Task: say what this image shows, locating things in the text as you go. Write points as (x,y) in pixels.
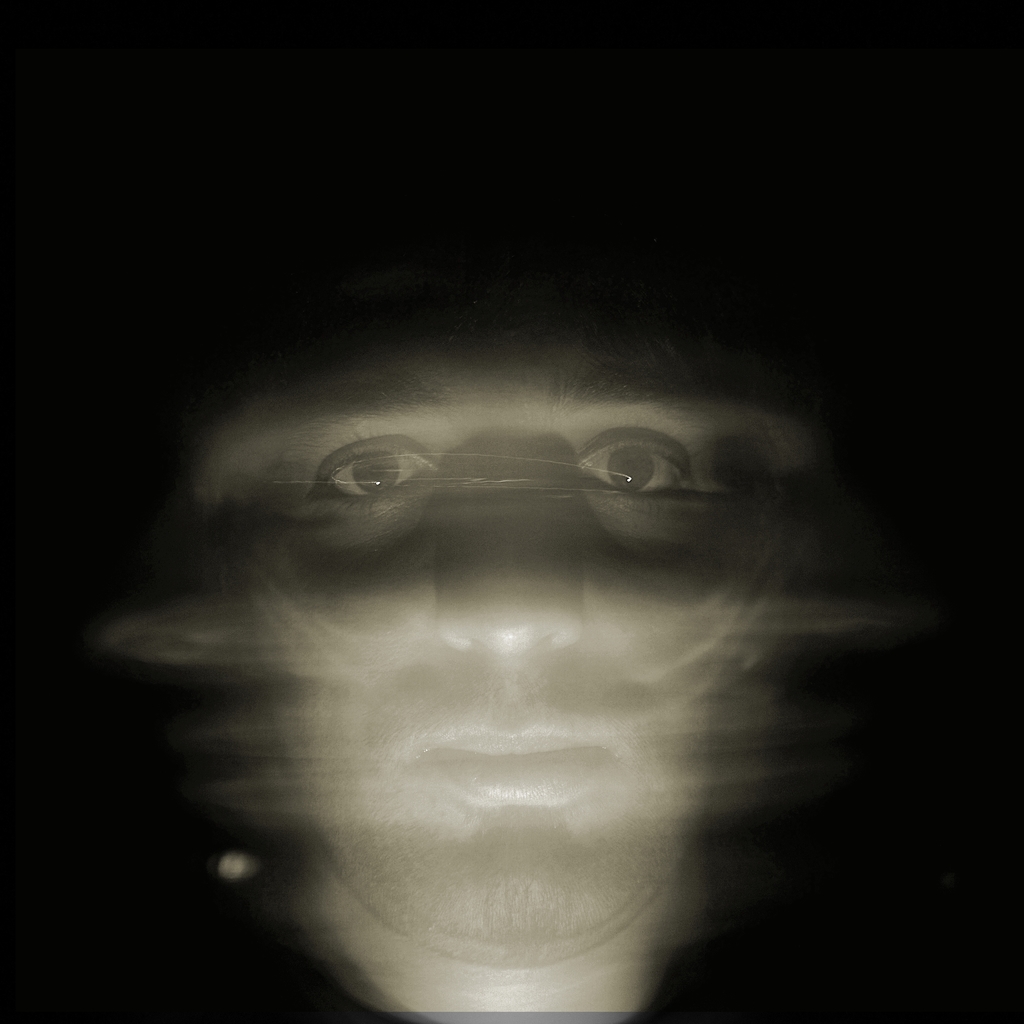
In this image I can see face (430,407) of a man (813,604). I can see this image is in dark.
